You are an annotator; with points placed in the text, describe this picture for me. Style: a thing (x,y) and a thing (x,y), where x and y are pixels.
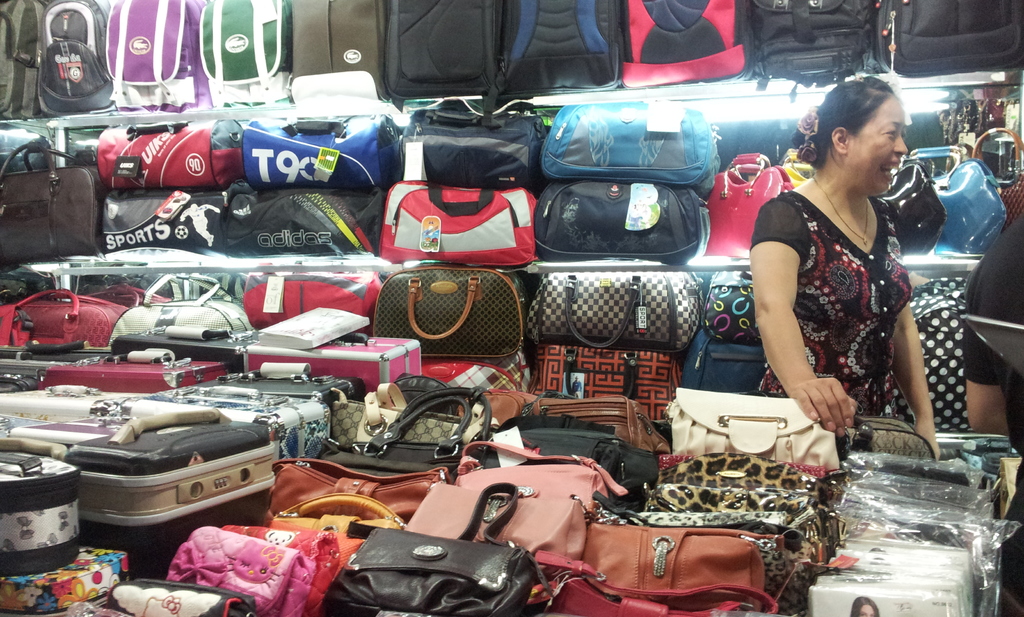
There is a woman (825,291) wearing a black dress (832,296) is standing holding a bag (741,421). There are lot of hand bag (478,470), luggage bags (502,259) in this room (290,336).
